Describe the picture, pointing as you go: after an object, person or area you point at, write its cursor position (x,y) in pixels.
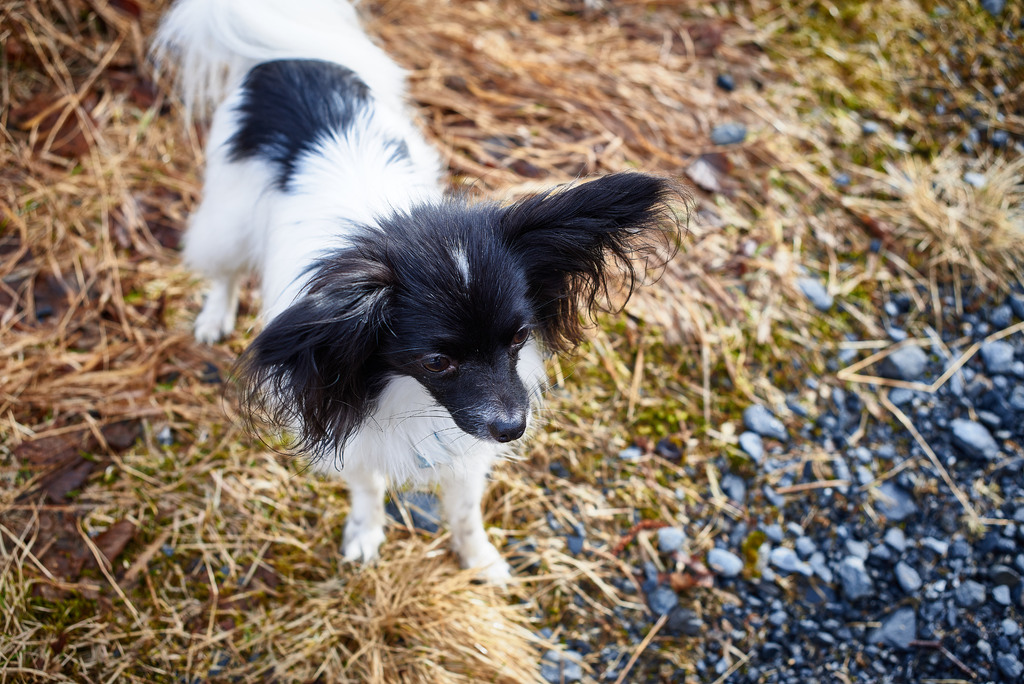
In this image, we can see a small puppy (247,37) standing on the grass (532,500) and we can see some stones (870,457) on the ground (916,490).
